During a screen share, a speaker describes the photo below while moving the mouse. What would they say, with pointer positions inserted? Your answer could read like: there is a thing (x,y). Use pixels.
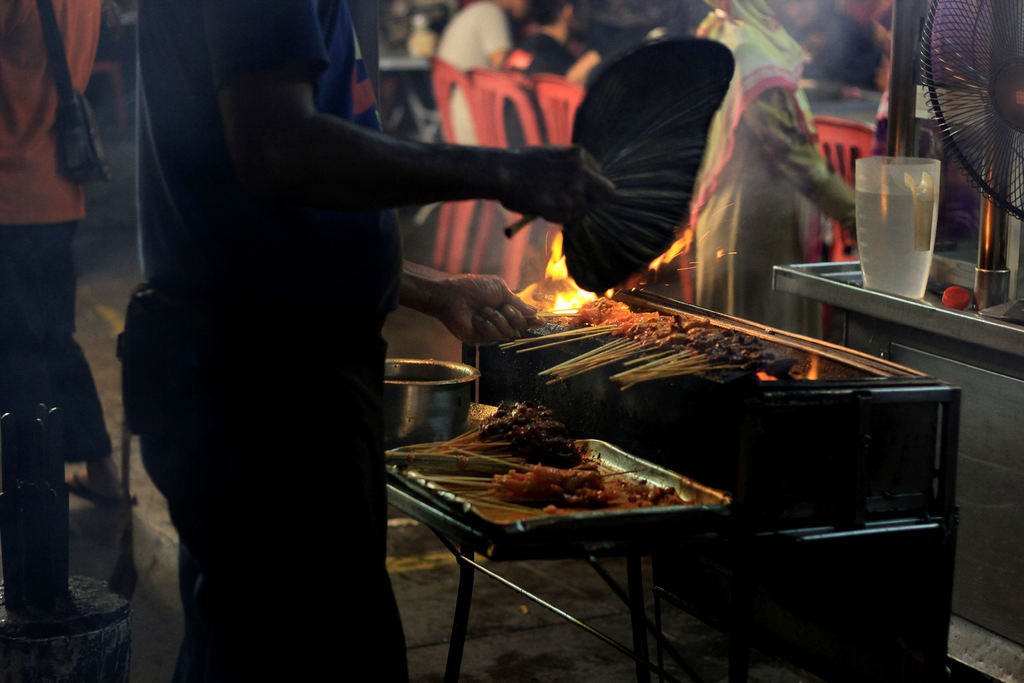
In this picture I can see people (491,300) are standing. This person (360,422) is holding some objects (613,171) in the hands (565,176). Here i can see food items (645,319), fire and some other objects (435,494) on an object (702,445). In the background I can see red color chairs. On the right side (1023,115) I can see a table fan (998,238) and some other object (950,302) on a table (989,487).
